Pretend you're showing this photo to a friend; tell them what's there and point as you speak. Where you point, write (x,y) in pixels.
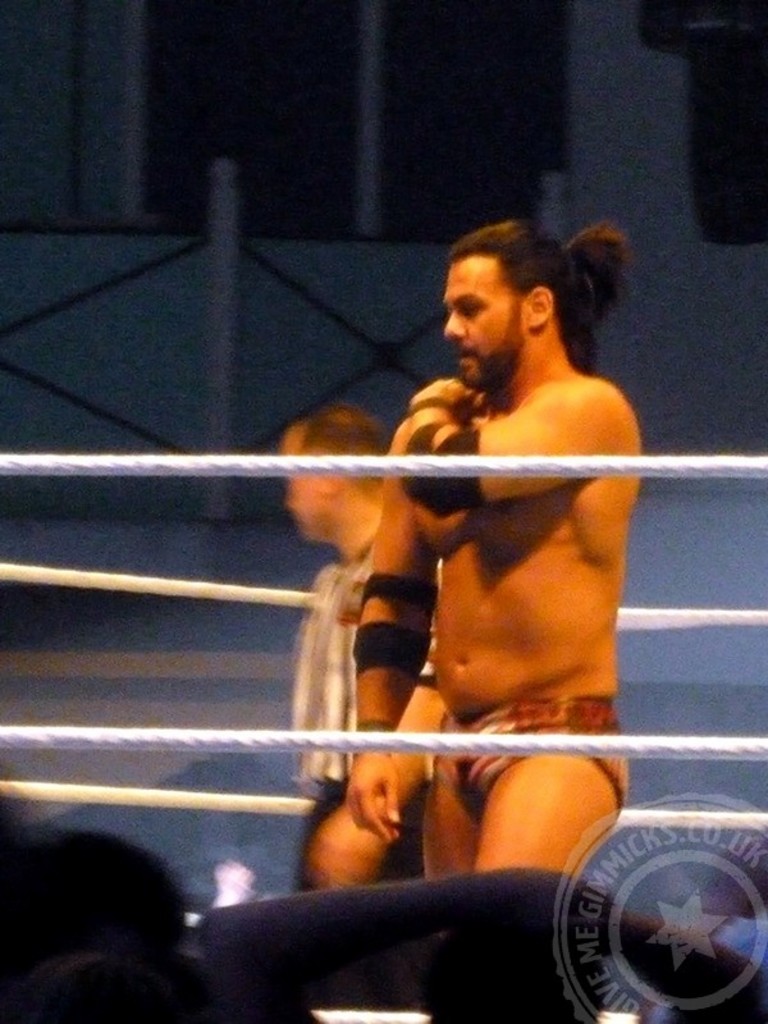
In this picture there are two men (454,309) in the center of the image (361,464) and there is a rope boundary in the center of the image (482,459).
